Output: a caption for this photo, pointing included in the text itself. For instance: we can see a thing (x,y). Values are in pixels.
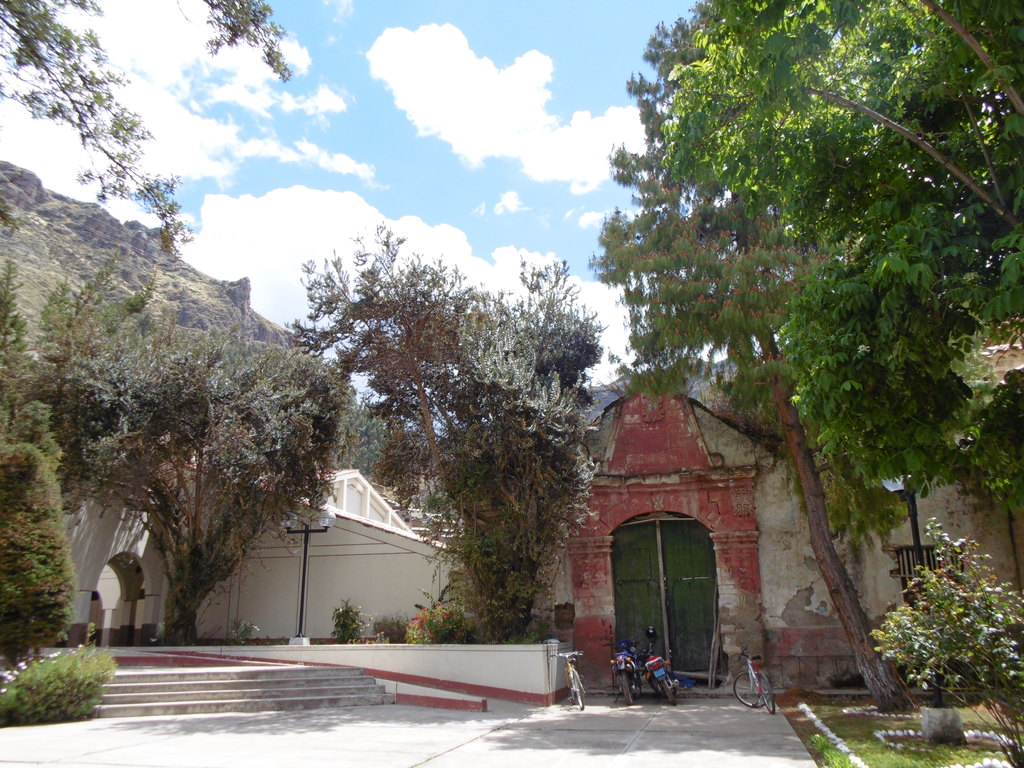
In this image I can see a building (348,583) in white and red color. I can also see few vehicles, background (50,397) I can see trees (327,414) in green color, sky (437,210) in white and blue color.
